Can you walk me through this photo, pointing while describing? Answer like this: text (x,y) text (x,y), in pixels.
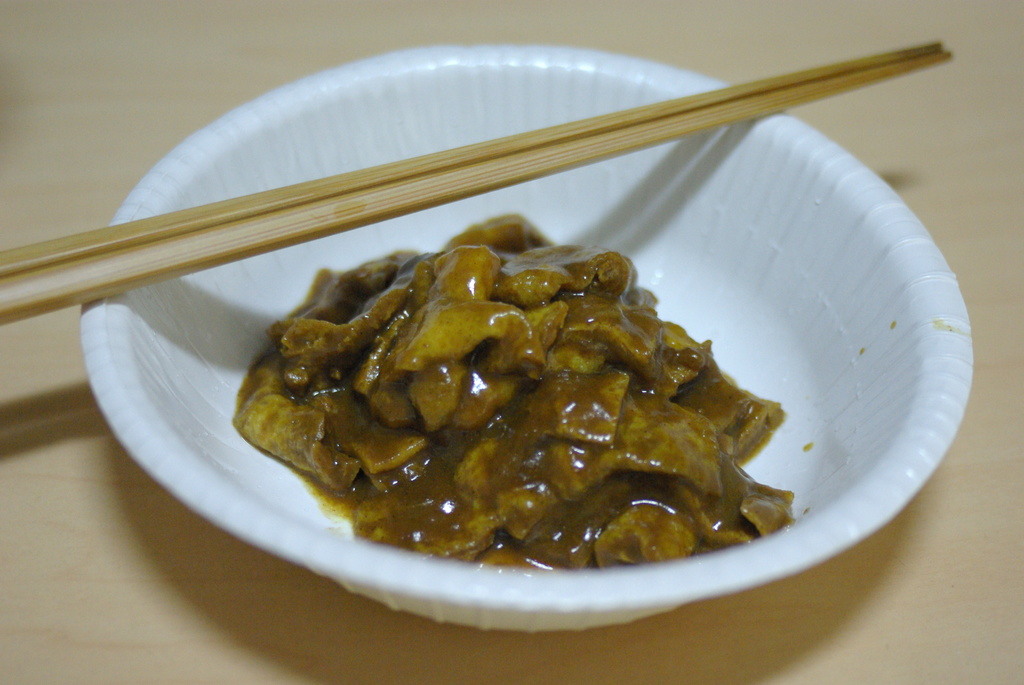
There is a white plate (322,98) on a surface (198,624). In the plate (392,70) there is some food item (552,397). Also there are chopsticks (376,196) on the plate (354,158).
